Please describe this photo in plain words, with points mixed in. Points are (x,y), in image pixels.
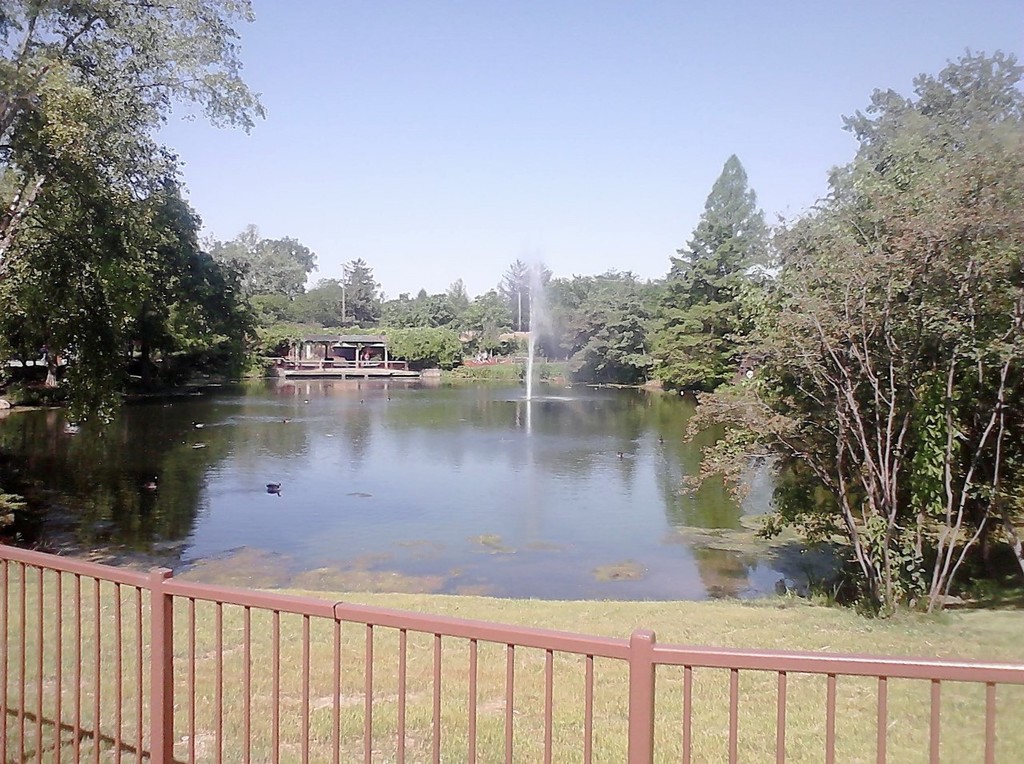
There is a fencing (77,672) near grass (500,685) on the ground (424,687). In the background (368,460), there is a water pond (567,515) in which there is a fountain (526,381) and plants (769,522). Around this water pond (630,446), there are plants (772,300) and trees (74,272). In the background (765,93), there is blue sky (353,118).
